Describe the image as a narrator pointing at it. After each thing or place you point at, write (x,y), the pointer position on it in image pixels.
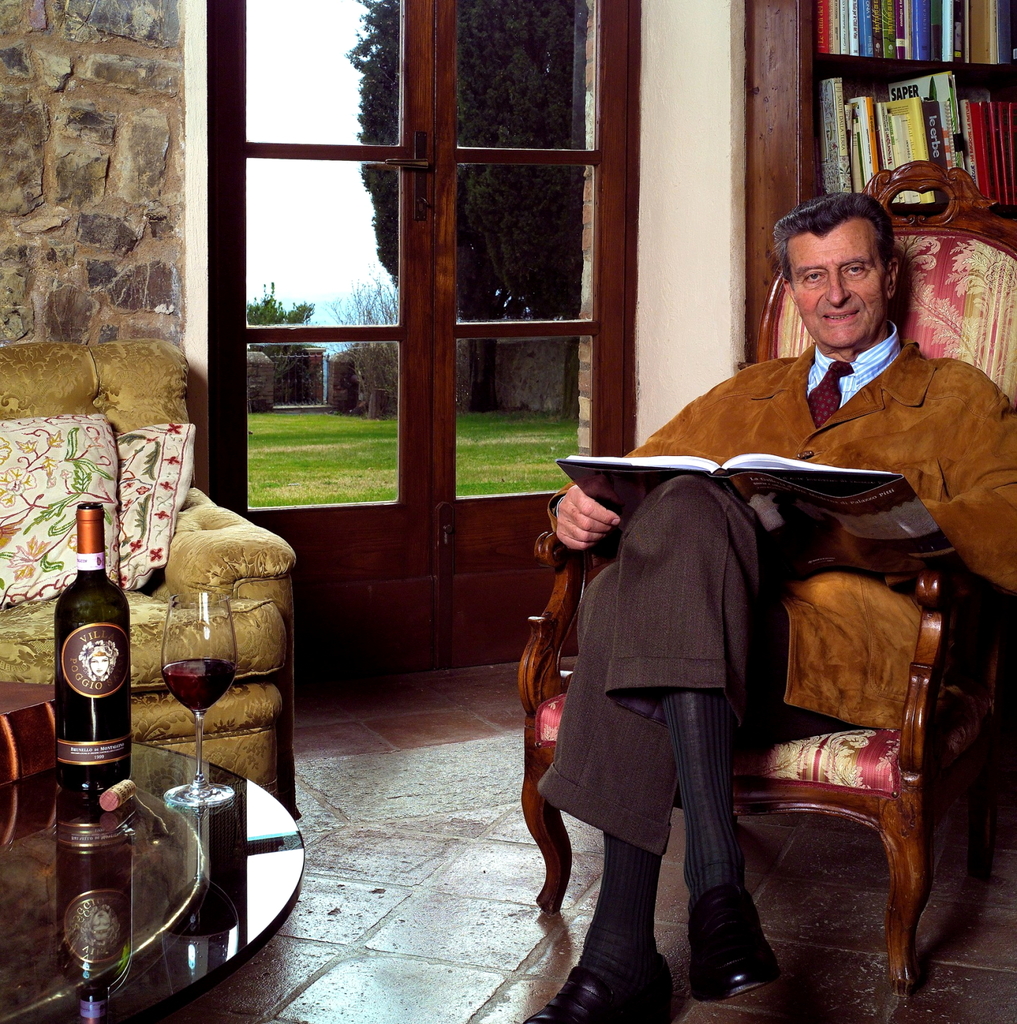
It is a room (491,903) inside the house (199,275) there are lot of books (953,36) in the shelf (955,67), in front of the shelf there is a chair (921,657) on which an old man (804,594) is sitting he is holding a book (762,464) and he is smiling, to the left of him there is a sofa (136,599) in front of the sofa (128,600) there is a table (139,803) on which a bottle (120,735) and a glass (206,785) are kept in the background (376,443) there is a door (439,318) and outside it there are lot of trees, grass (264,430) and a wall (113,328) and sky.
